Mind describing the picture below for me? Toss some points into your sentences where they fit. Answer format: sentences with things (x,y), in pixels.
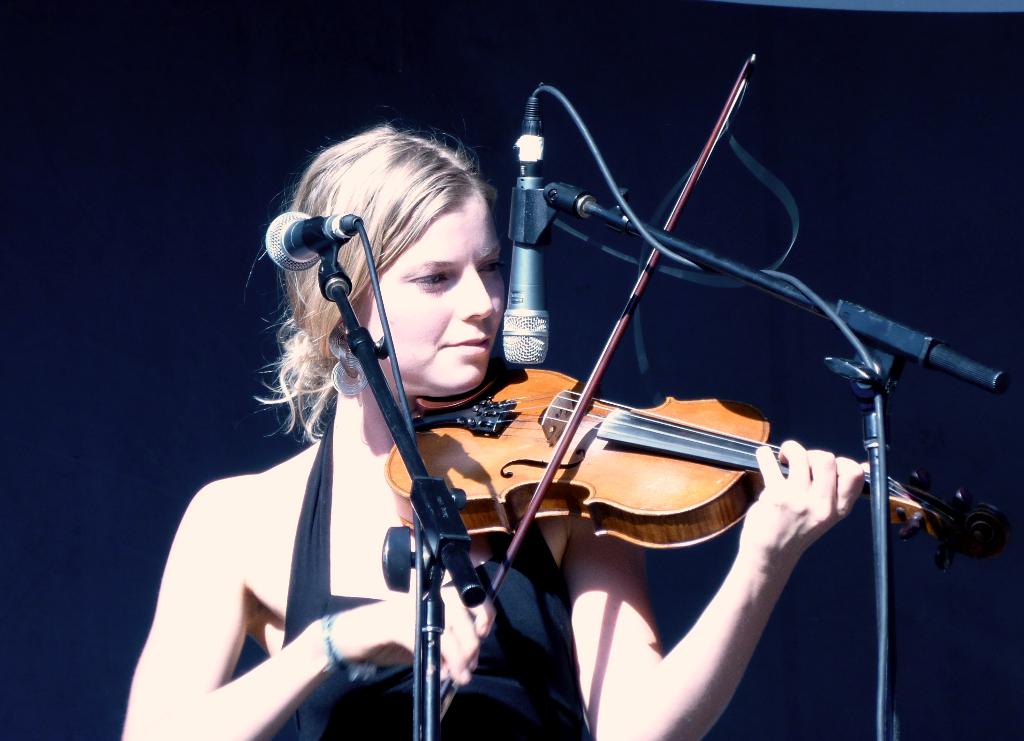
In this picture we can see a woman (321,493), she is playing violin (555,398) in front of the microphones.
